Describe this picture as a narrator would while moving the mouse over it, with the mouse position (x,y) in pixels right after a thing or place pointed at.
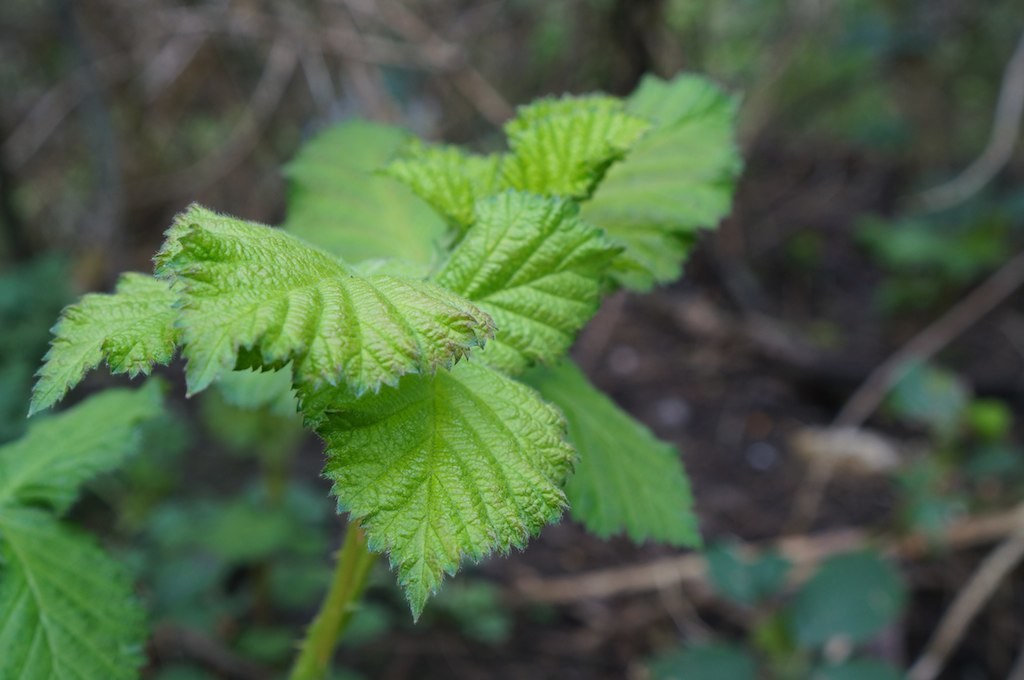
In this picture, we see the plants (376,536). At the bottom (644,618), we see the soil (581,637), herbs (855,616) and the twigs (986,571). In the background (762,71), it is in brown and green color. This picture is blurred in the background (773,275).
